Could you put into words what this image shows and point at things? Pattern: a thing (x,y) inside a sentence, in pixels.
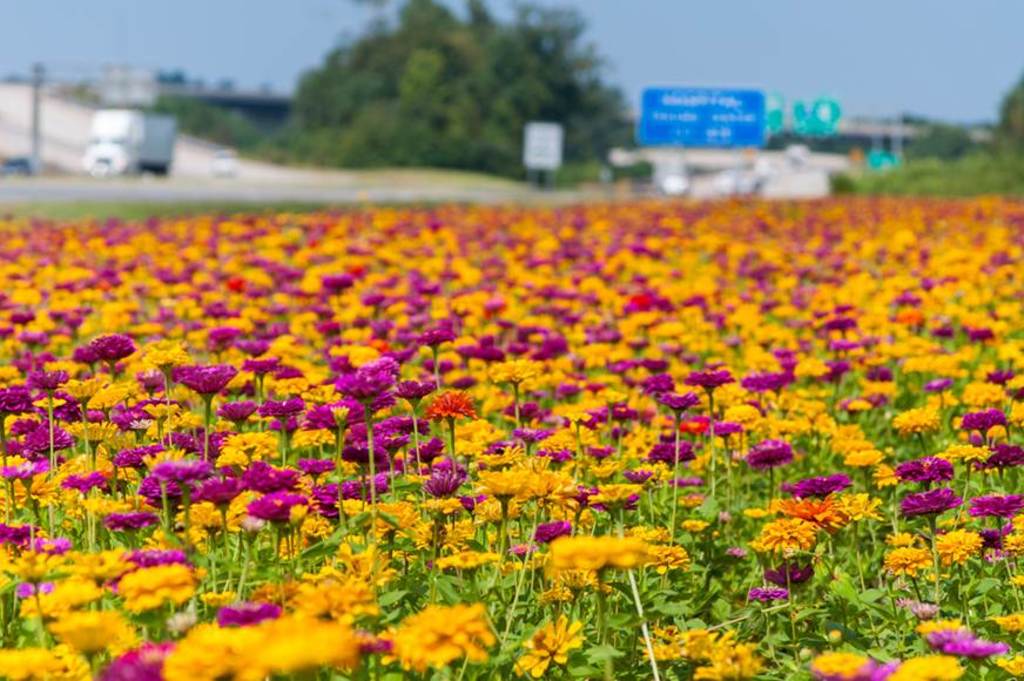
In this image, we can see some flowers (471,359) and there is a tree (488,94), we can see a blue color sign board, at the top (871,54) there is a sky (863,62).
